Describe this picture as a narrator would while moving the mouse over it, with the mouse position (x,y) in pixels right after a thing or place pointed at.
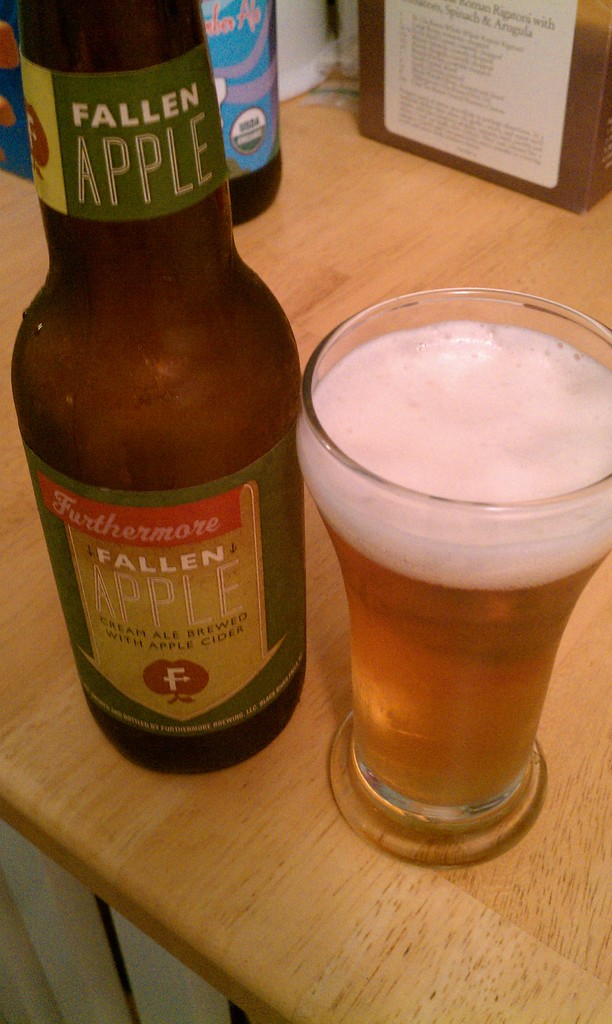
In this image I can see a cream colored table (354,843) and on it I can see a bottle (227,226) and a sticker (203,539) attached to it and a beer glass (402,535) with liquid (473,600) in it. I can see a box (435,95), a bottle (254,65) and few other objects (335,70) on the table (434,185).
